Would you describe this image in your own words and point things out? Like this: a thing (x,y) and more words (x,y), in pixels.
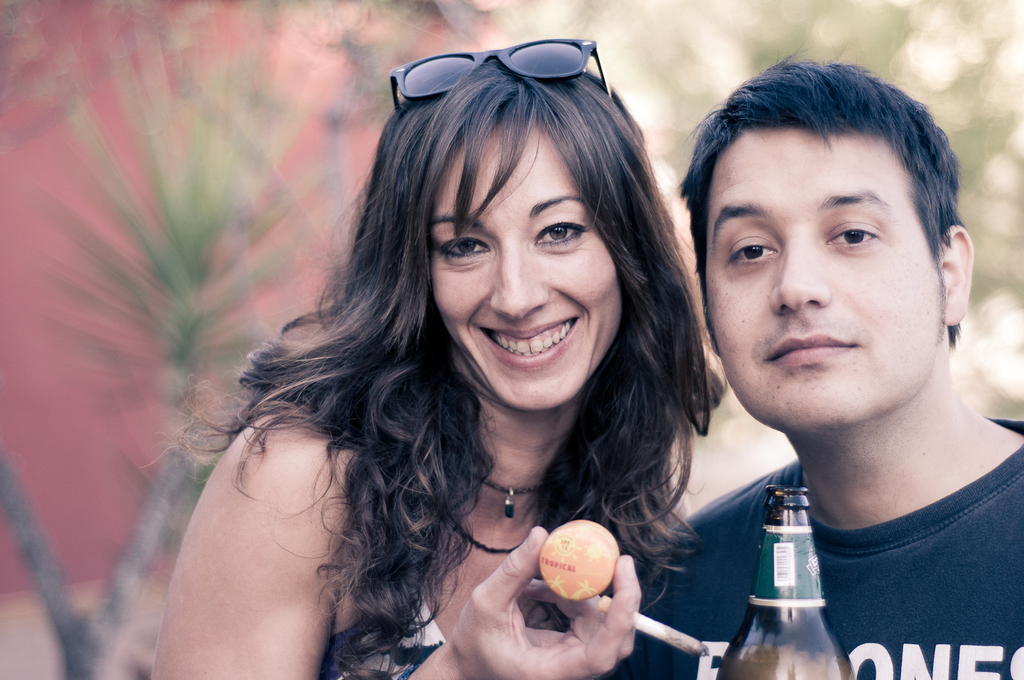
In this image we can see one bottle (773,593), two persons (745,292), one woman (635,567) is holding a cigarette (648,620) and one ball (577,572). Backside of these two persons (731,592) one pink wall (44,490) and some trees (967,100) are there.
